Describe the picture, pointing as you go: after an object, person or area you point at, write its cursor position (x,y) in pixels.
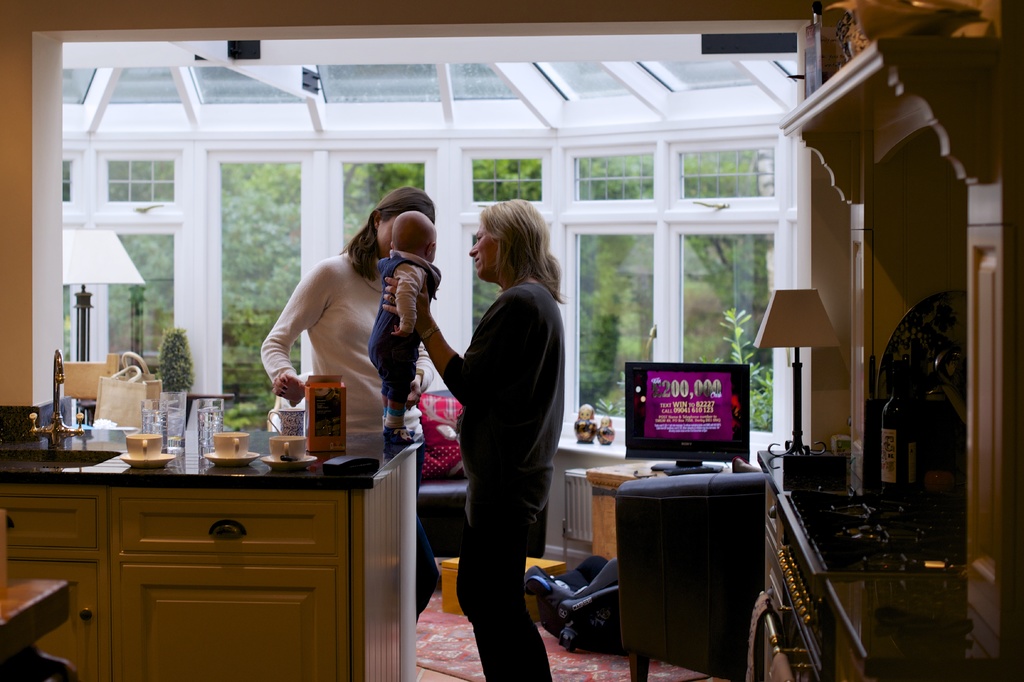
In this picture I can see two women (349,376) are standing among them one woman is holding baby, around there are some things (271,530) are placed.
